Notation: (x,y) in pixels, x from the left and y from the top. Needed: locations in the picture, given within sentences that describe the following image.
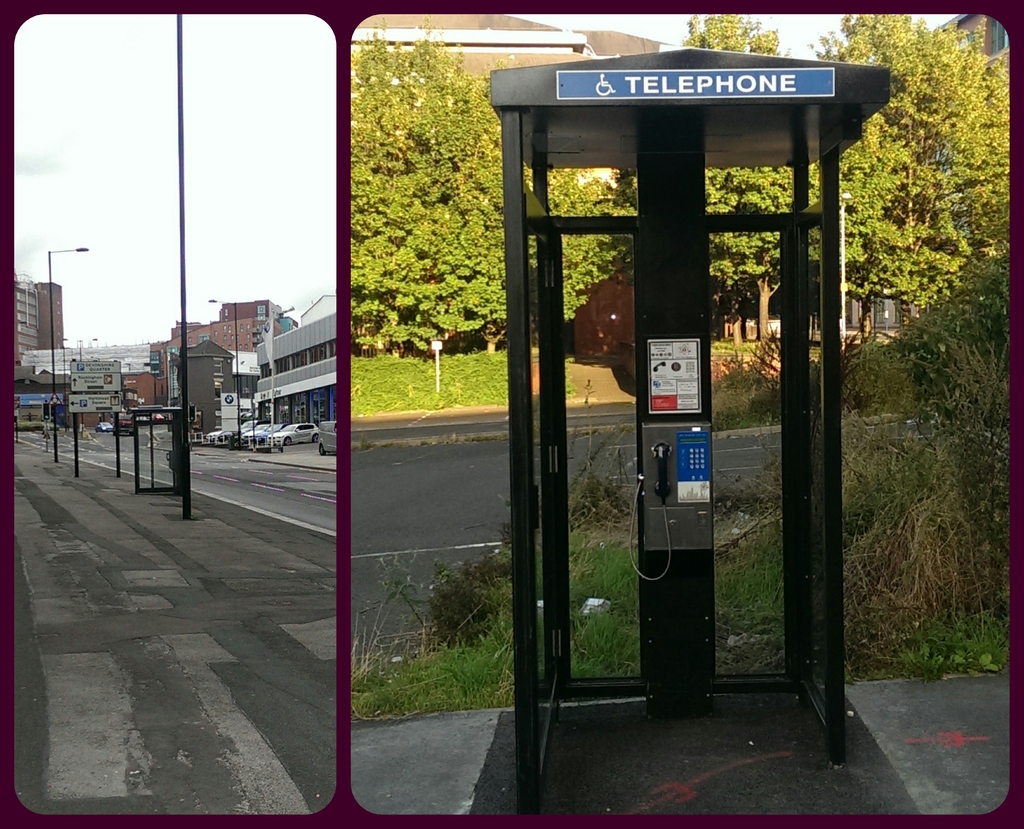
This is a collage picture. On the right side (861,137) we can see a telephone booth (563,474), road (471,423), trees (988,85), plants (997,478), the sky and grass (461,648). On the left side (66,323) we can see the sky (203,267), poles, light poles (52,310), buildings (205,350), booth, vehicles (277,429) on the road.
